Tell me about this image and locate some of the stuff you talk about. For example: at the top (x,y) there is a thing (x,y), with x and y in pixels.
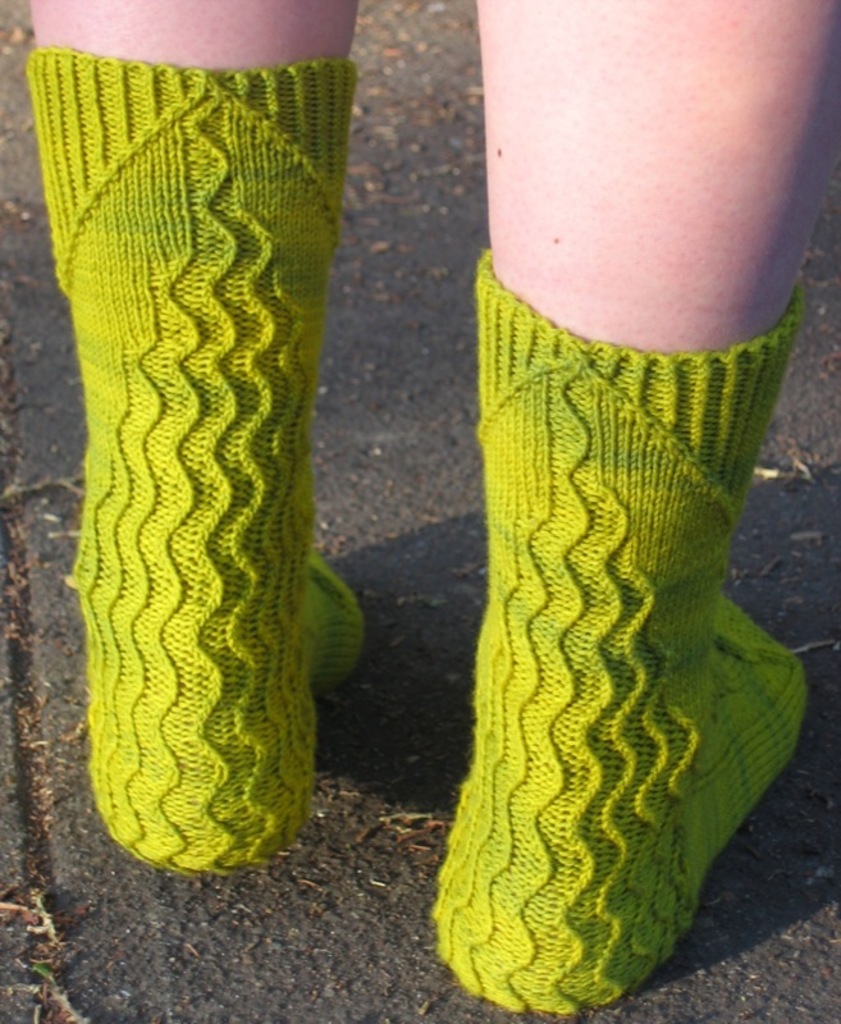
In this picture, we see the legs (680,11) of the person (242,268) who is wearing the green color socks (294,590). At the bottom (268,903), we see the road (310,959).
